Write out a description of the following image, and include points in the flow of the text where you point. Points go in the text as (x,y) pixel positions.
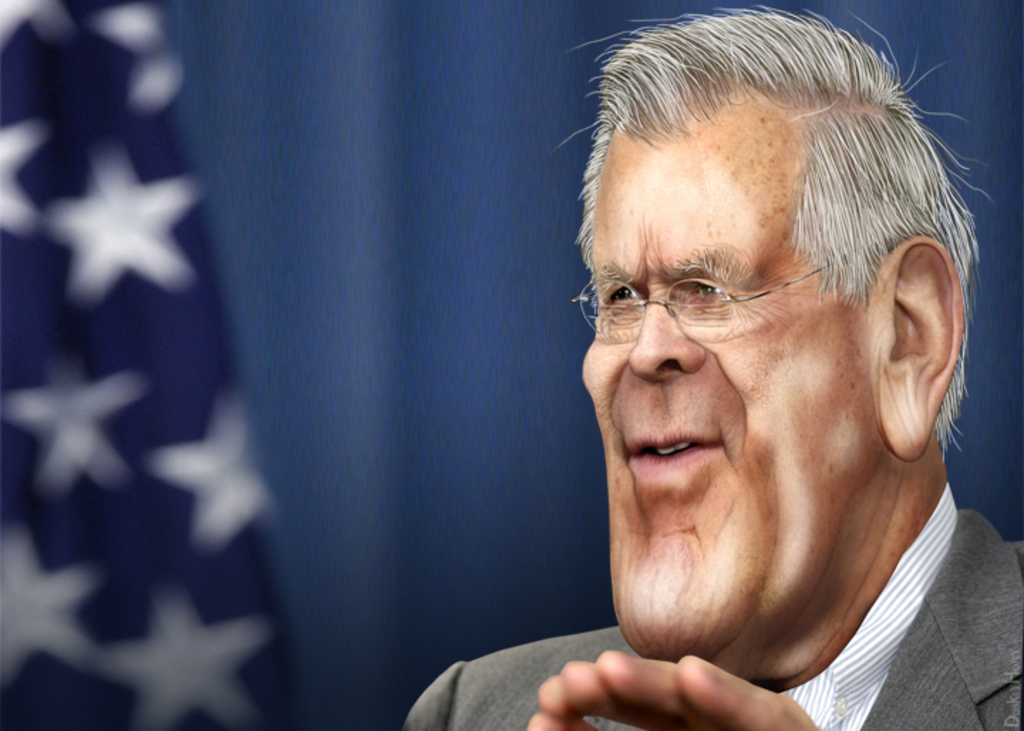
In this image we can see the animation image of a man (684,379).
